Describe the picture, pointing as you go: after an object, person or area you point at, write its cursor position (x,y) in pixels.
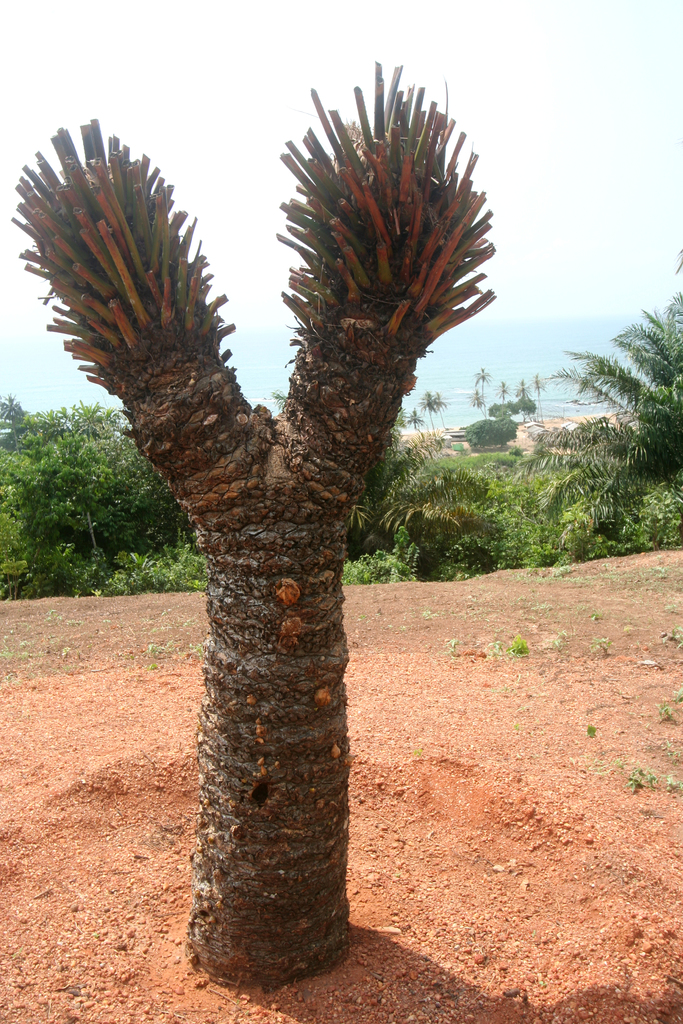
In this picture we can see a tree (344,637) on the ground (126,617) and in the background (86,560) we can see trees (86,560), water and the sky (6,12).
